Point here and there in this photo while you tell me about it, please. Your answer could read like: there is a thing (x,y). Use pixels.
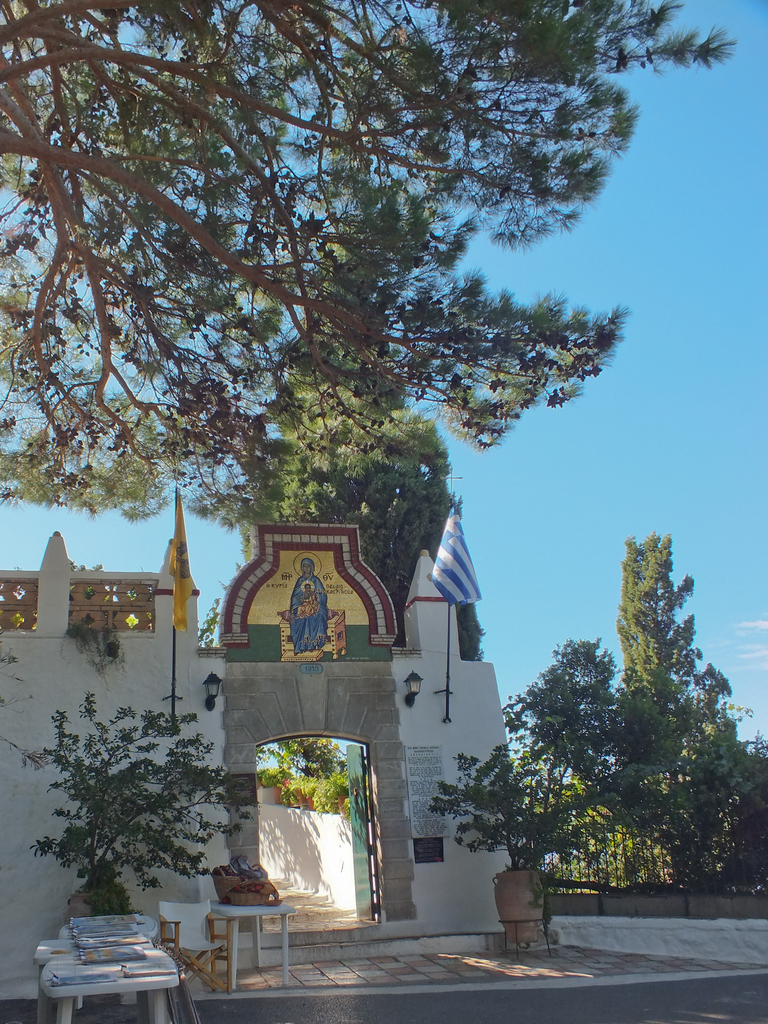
Here we can see the entrance (373,885) of a church (307,641) and we can see flags (453,538) present on the walls (432,607) and we can see plants (152,721) and trees (190,329) present and we can see a couple of tables (64,1000) present.
